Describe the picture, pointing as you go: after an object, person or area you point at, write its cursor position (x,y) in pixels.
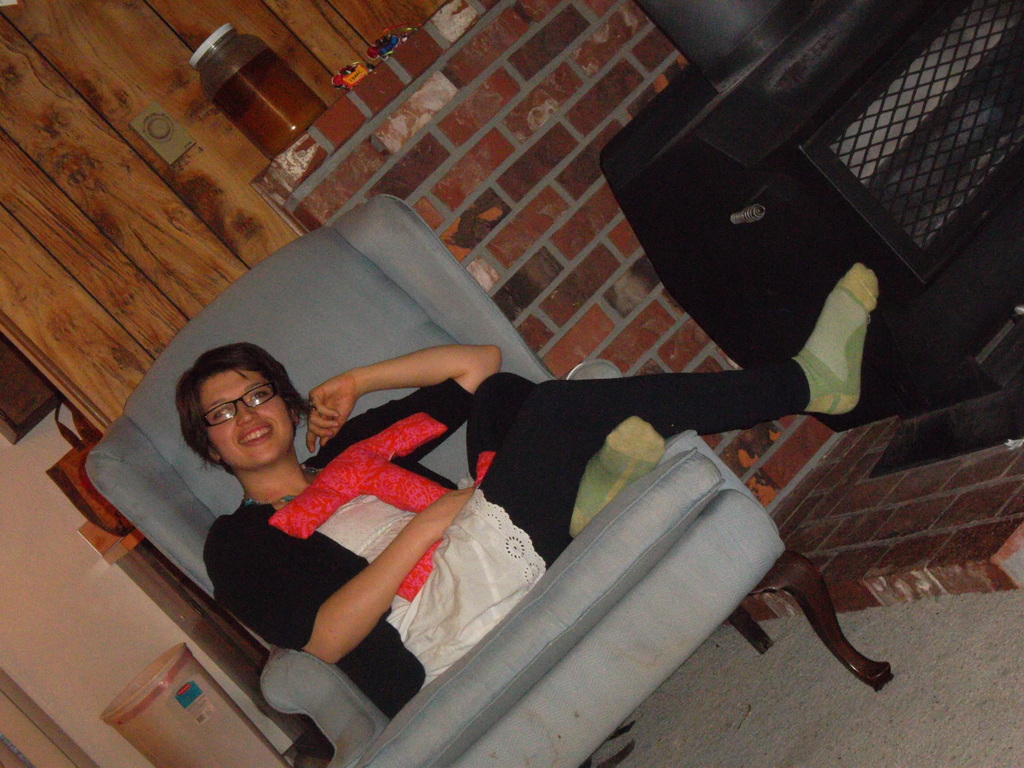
In this image there is a person (491,524) sitting on a chair (705,515). Beside her there is a black color object (722,75). And at back side there are toys (379,52) and a cupboard (124,552). And there is a bag (84,485) and a basket (133,698). And at the back (185,125) there is a wall (140,171).
